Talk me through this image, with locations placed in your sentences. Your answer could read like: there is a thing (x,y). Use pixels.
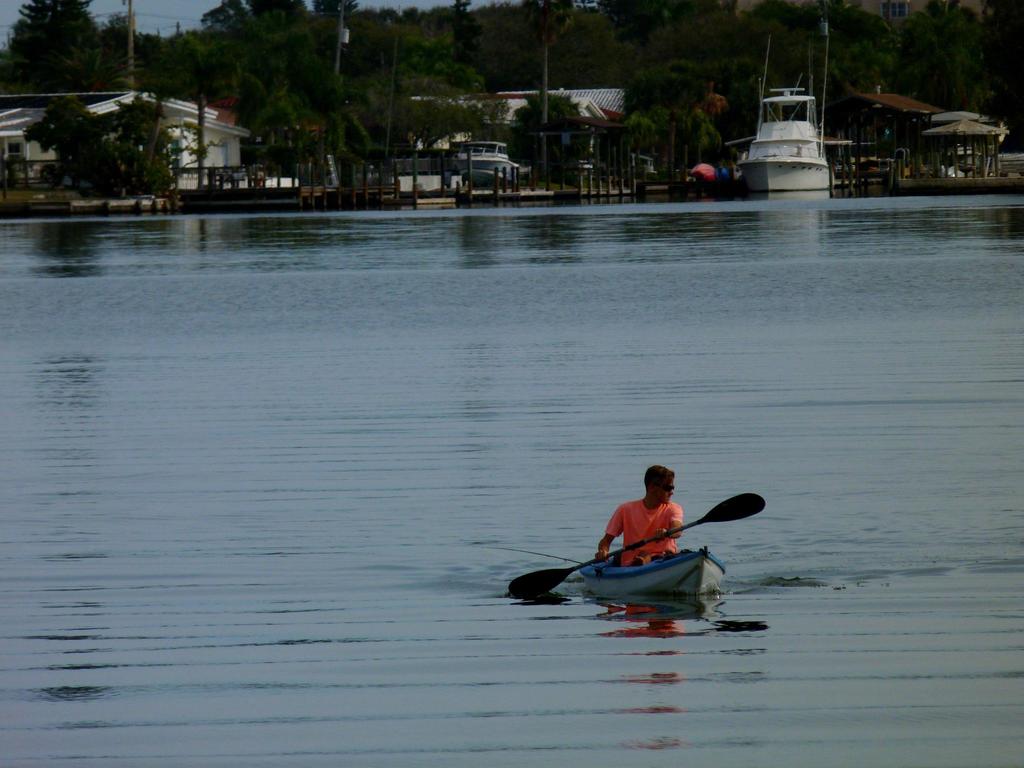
In this image, I can see a man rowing a boat (599,586) on the water (573,586). In the background (234,68), there are trees (752,88), boats (490,175) and buildings (208,139).
